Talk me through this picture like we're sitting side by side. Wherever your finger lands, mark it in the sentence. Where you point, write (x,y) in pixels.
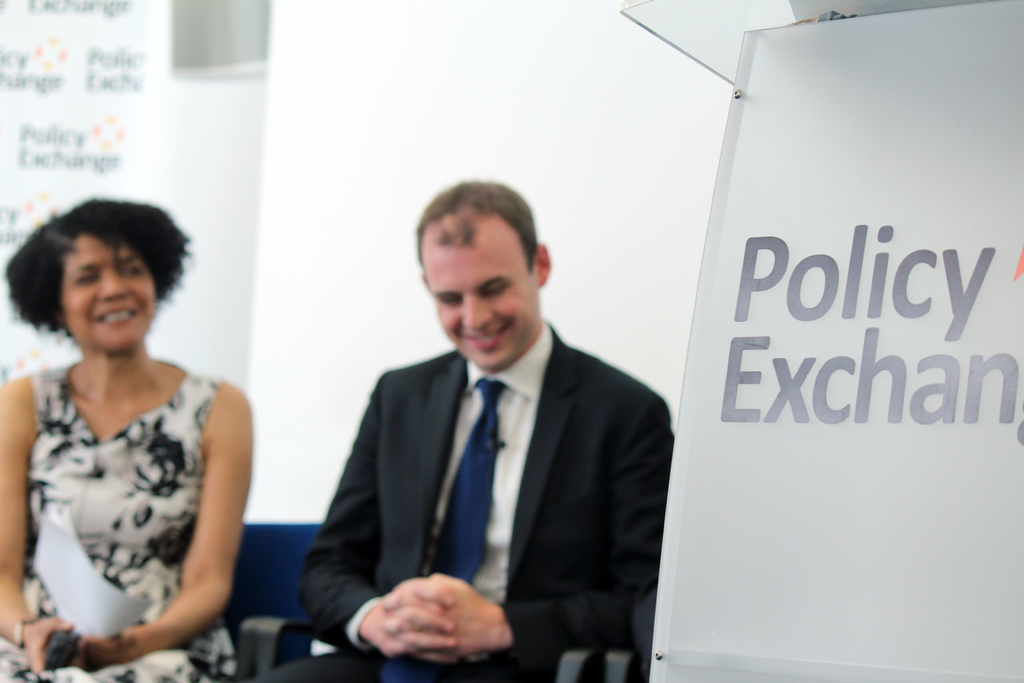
In this image we can see there are two persons (226,547) sitting on chairs (259,638) with a smile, one of them is holding papers (101,596) and other object (56,650) in her hand (119,644). On the right side of the image (839,542) there is a lectern (752,103) with some text (785,339). In the background (377,150) there is a wall (256,216).
